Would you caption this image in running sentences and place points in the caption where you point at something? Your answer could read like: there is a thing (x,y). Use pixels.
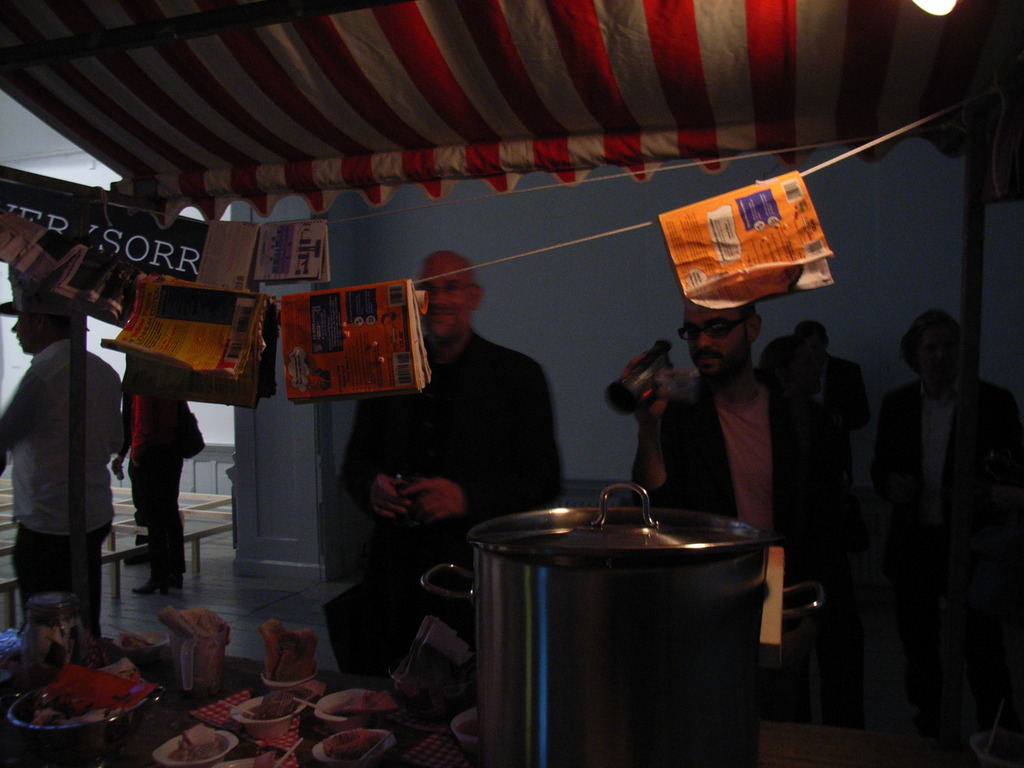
In this image we can see many persons (92,436) standing on the floor (141,578). At the bottom of the image (246,690) we can see table (423,728). On the table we can see food (274,648), bowls (55,685), ice creams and can (694,745). In the background (500,242) there is a wall (447,242).
